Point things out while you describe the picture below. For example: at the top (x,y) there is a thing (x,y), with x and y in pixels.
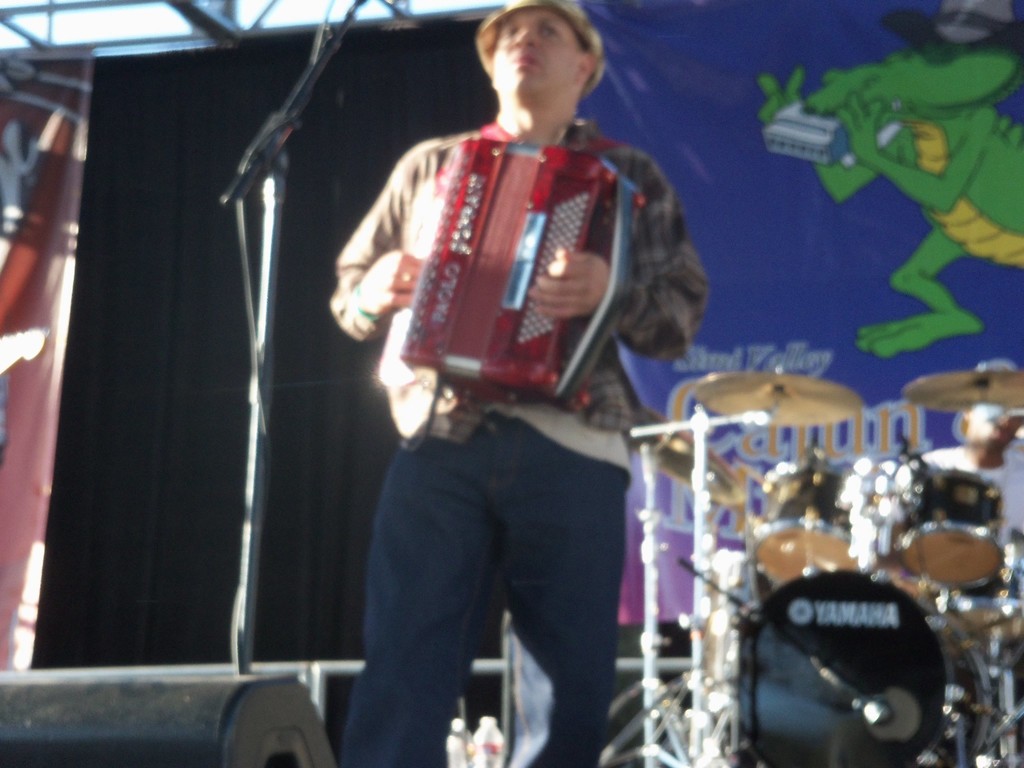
In this picture there is a person (543,282) standing and playing a musical instrument (516,298) in front of a mic (284,149) and there are few other musical instruments (878,534) and banner (765,180) behind him.
